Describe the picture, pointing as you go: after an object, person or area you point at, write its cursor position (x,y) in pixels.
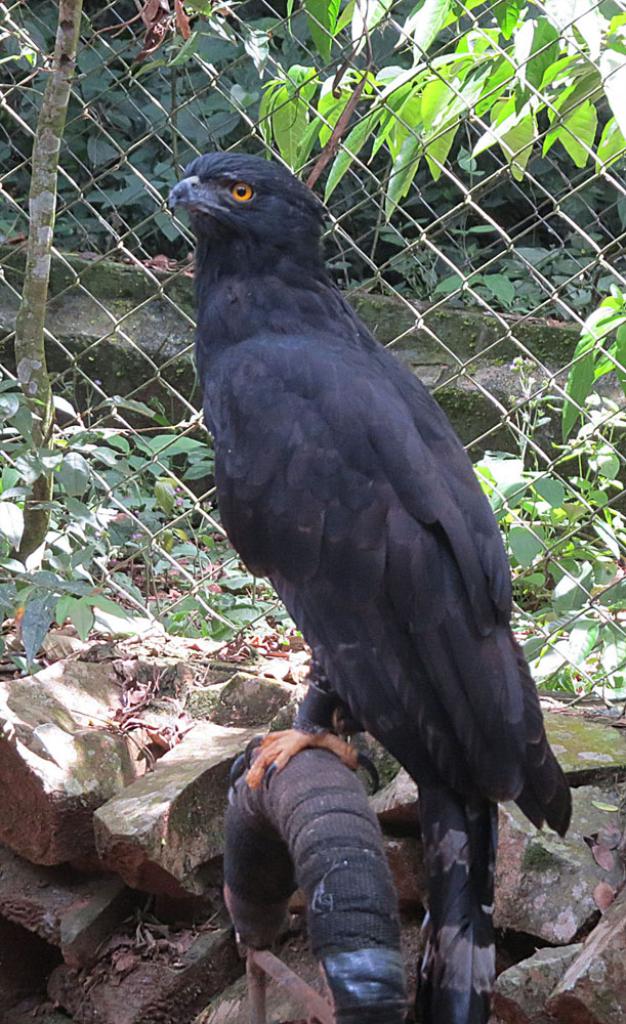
In this image there is a bird (325,641), there are some rocks (17,686) visible at the bottom (125,721), behind the bird (328,632) there are some leaves (267,54), plants (201,29), fence (198,595) visible.
